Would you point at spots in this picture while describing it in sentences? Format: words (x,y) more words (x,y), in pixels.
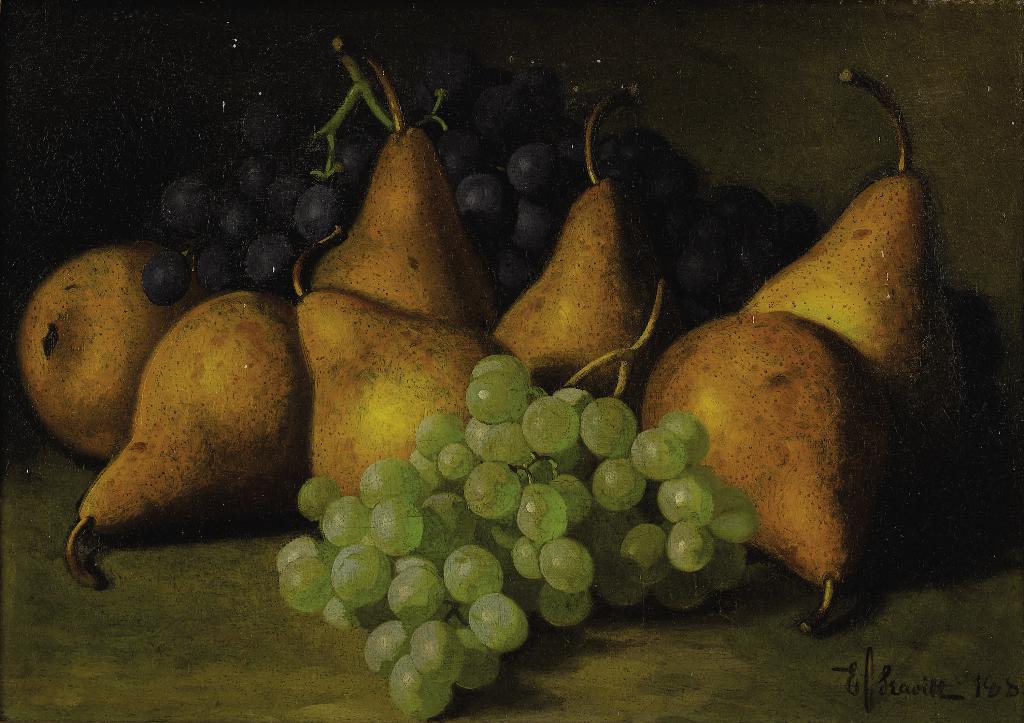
As we can see in the image there are grapes (574,559) and pears (340,366).
